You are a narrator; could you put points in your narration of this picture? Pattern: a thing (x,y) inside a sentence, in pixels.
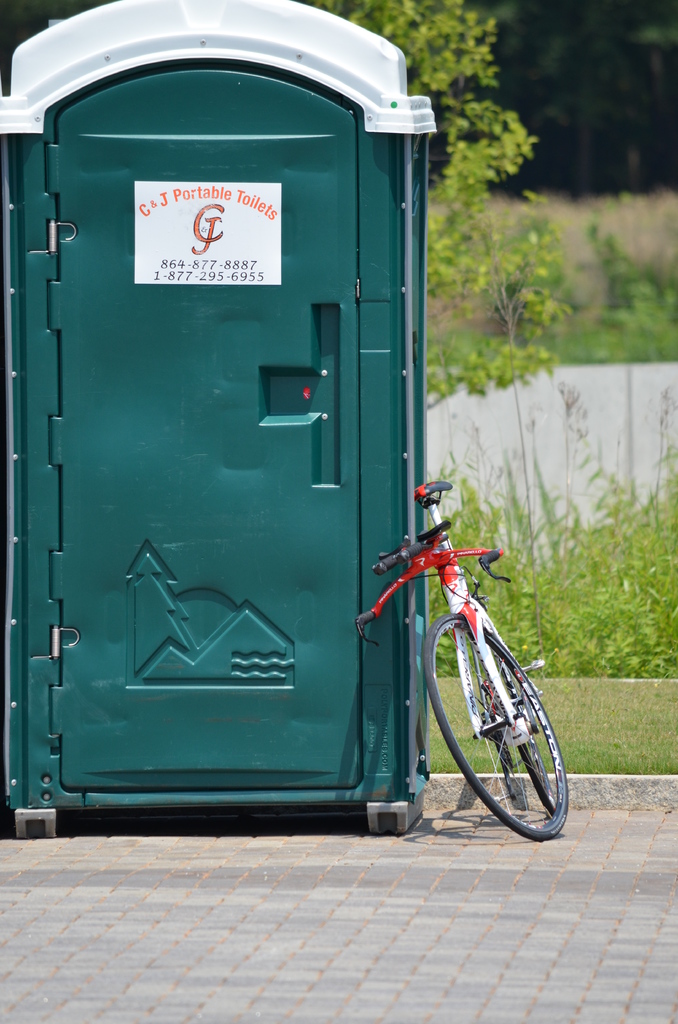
There is a green color toilet room (200,619) near a bicycle (561,780) which is leaning on it on the road (590,844). In the background (610,704), there is grass (586,705) and plants (655,559) on the ground (607,733), there is a wall (642,421) and there are plants (578,284) and trees (541,282).
